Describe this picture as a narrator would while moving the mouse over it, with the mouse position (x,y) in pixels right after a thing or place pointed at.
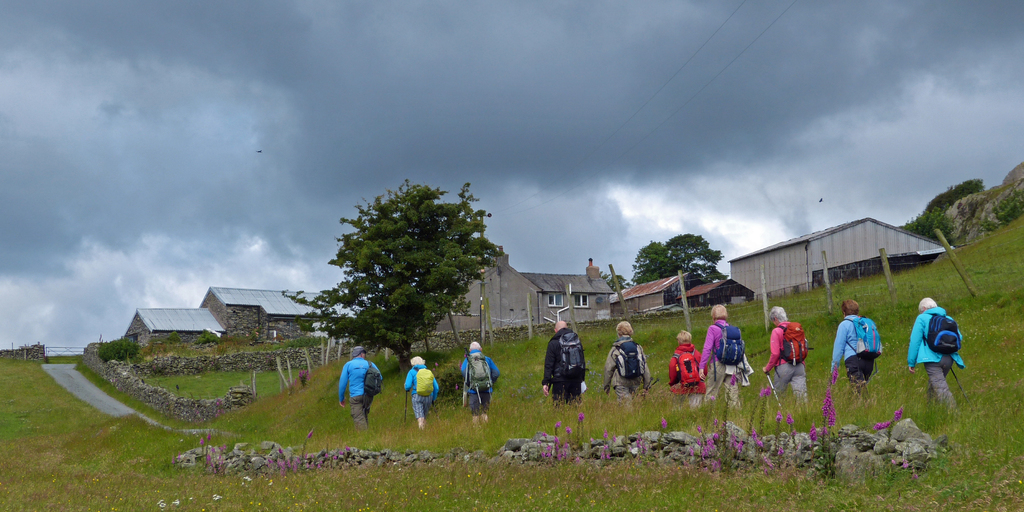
This picture is taken outside. At the bottom (347,376), there are people (860,375) walking towards the left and all of them are carrying bags (480,370). At the bottom (468,440) there is grass (610,494) and stones (682,435). In the center (441,227), there are houses (664,289) and trees (353,227). Towards the left (66,384), there is a road (113,413). On the top (583,87), there is a sky (662,108) with clouds (686,190).
